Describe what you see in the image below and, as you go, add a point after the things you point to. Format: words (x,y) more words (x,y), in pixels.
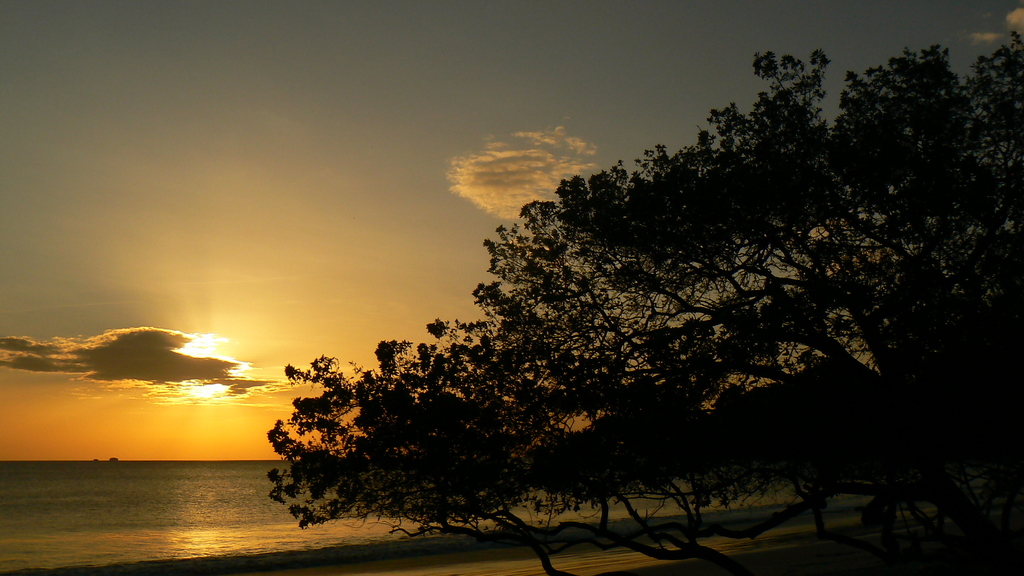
In this image we can see trees (988,410), water (246,569) and the sun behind clouds (107,351) and the dark sky (306,55) in the background (445,286).
